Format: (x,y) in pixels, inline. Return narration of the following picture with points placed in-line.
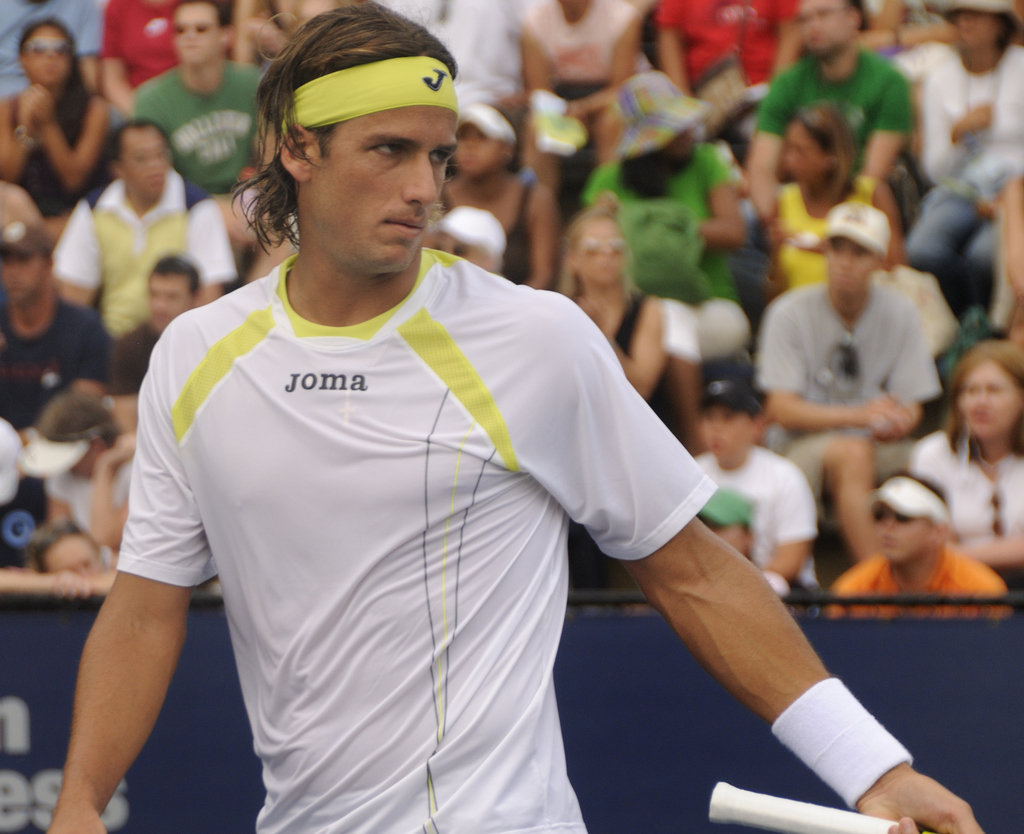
In this image I can see a man (629,552) is standing and also he is wearing a headband (364,107). In the background (769,72) I can see number of people (581,15) are sitting.
